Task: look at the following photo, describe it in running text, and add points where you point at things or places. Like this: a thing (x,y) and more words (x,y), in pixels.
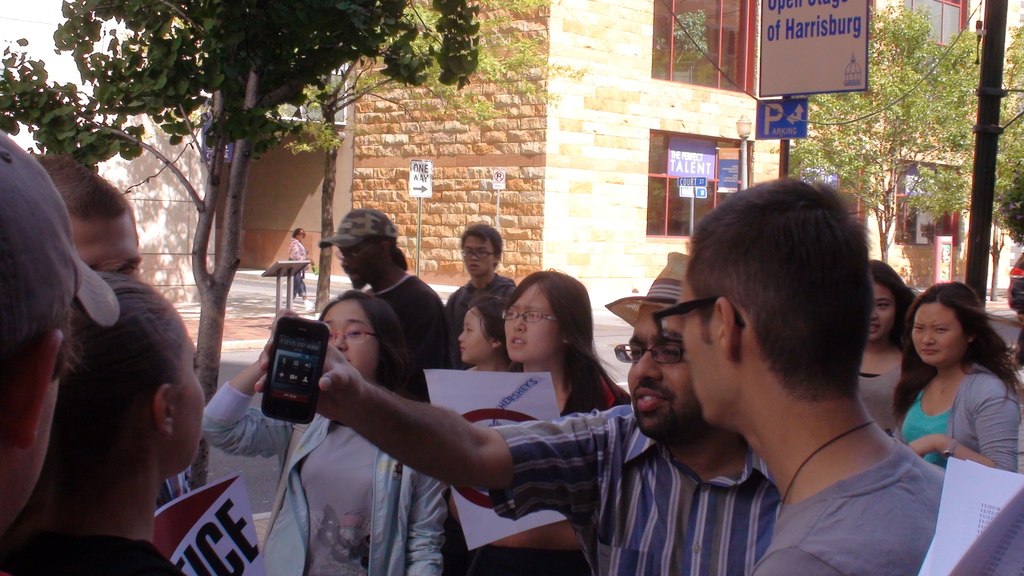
In this image we can see people (556,367) standing. The man (701,428) standing in the center (674,347) is holding a mobile (284,415). Some of them are holding papers (1007,495). In the background (533,222) there are buildings (533,247), trees (950,179), boards (800,125) and poles (991,188).
